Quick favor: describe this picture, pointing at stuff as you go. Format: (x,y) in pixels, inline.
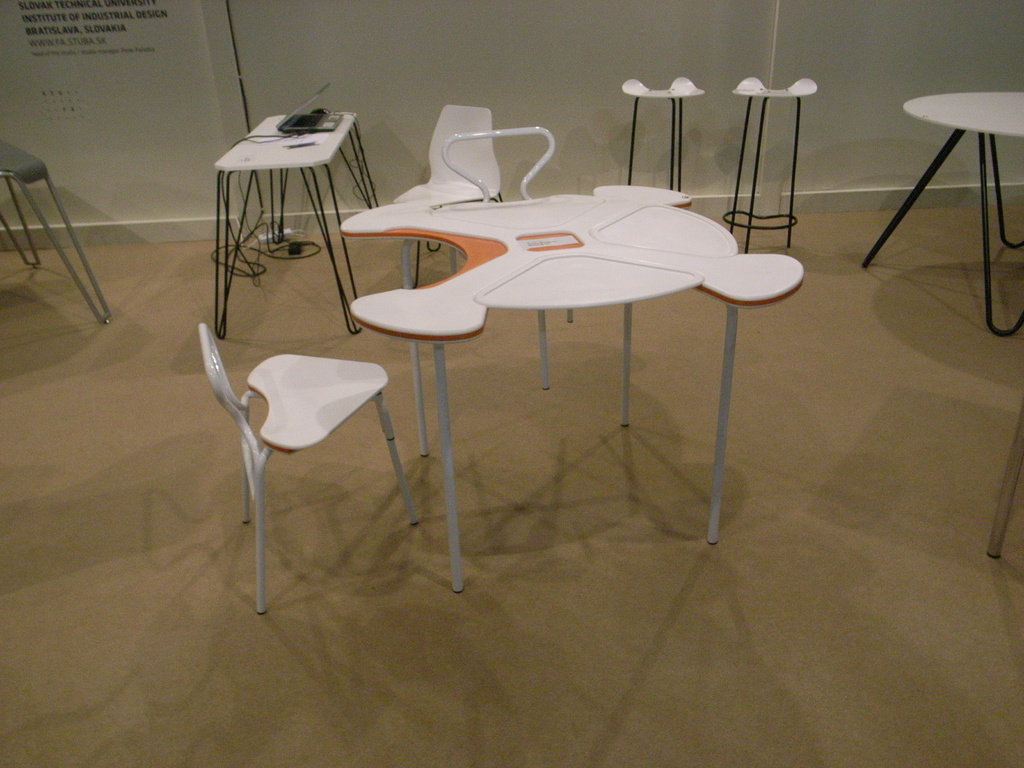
In this image I can see the table (512,306) and the chairs (370,394). The table (519,300) is in white and brown color and the chair (277,372) is in white color. To the left (257,159) I can see the laptop (330,124) and wires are in white color table (260,141). In the back (242,57) I can see the wall (145,36) and something is written on it.
